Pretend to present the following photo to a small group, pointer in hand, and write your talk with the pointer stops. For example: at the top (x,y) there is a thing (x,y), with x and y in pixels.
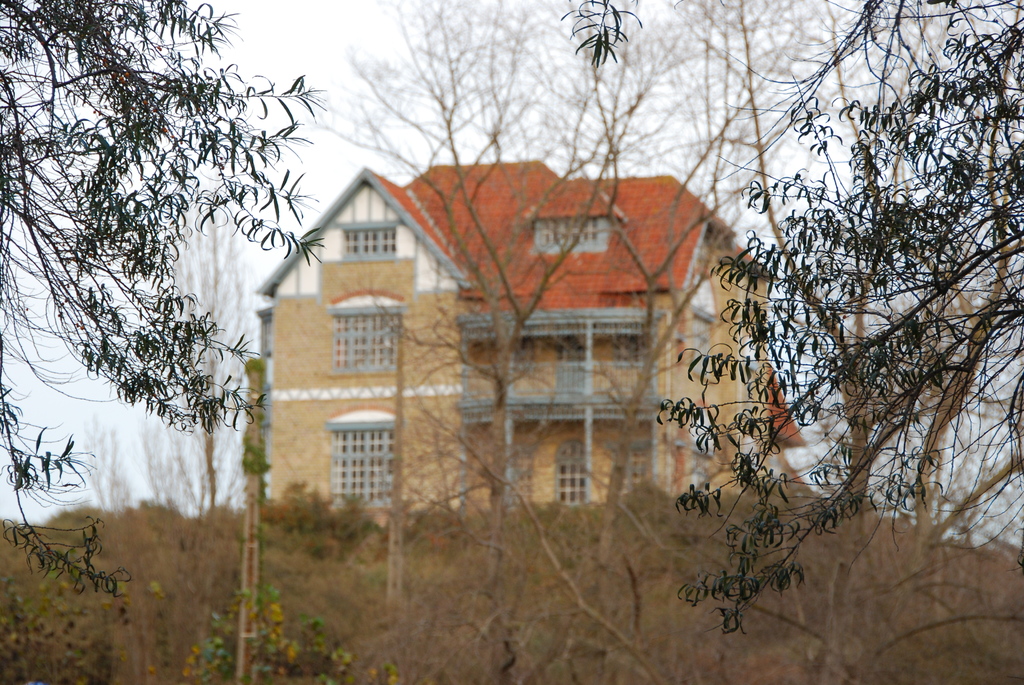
In this picture I can observe some trees (731,161) and plants (346,552) on the ground (259,563). In the background (458,370) I can observe a building (341,373) and sky (334,90).
